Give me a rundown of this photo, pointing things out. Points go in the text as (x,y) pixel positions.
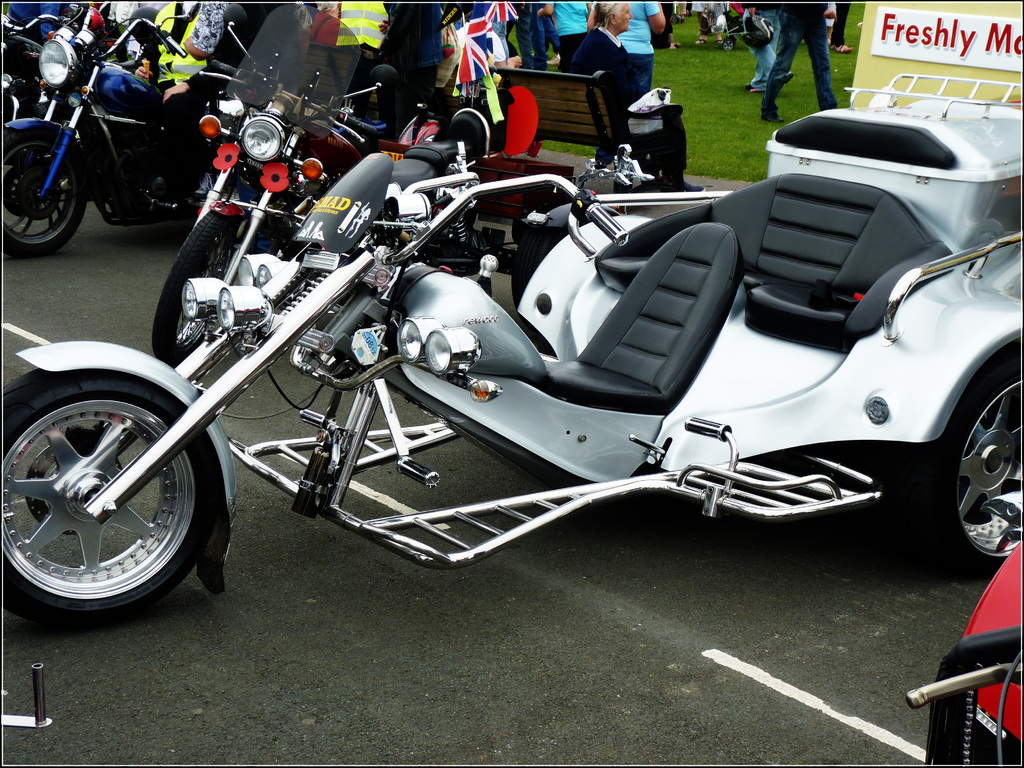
The picture is outside of the city. In the image there are many bikes (295,215), in background (587,45) we can see a woman (578,67) sitting on bench (583,89) and group of people (655,43) are walking on grass (710,72).
